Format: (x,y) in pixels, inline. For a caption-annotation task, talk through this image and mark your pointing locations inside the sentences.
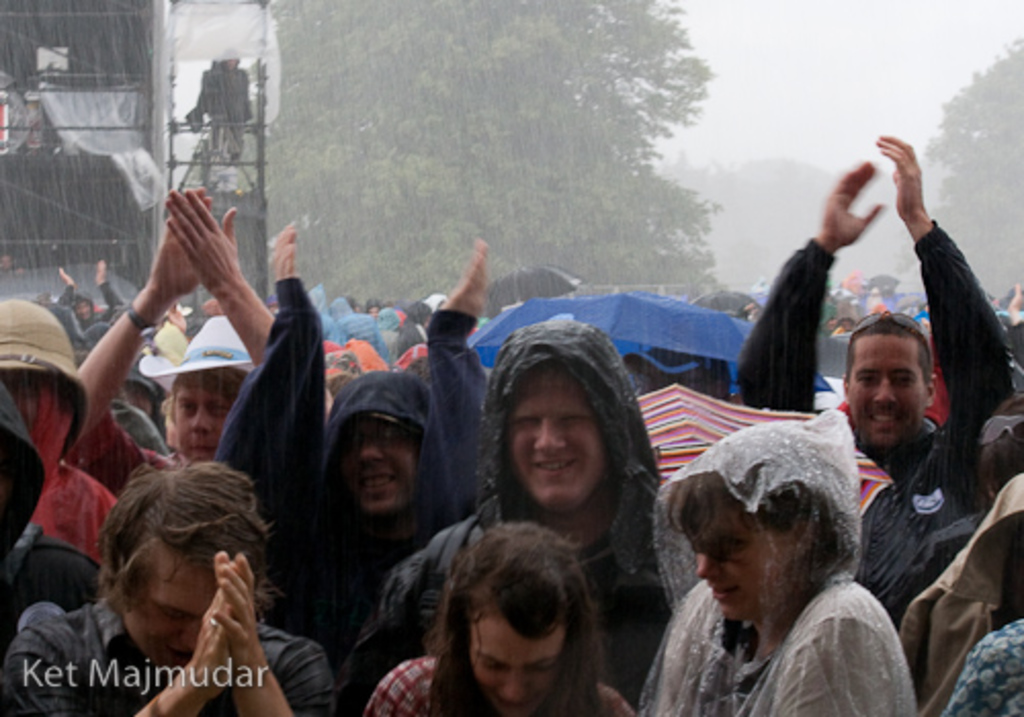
In this image I can see a crowd (528,408) outdoors, umbrellas (731,364), trees (511,209), scaffolding (272,60) and the sky (773,123). This image is taken may be during a rainy day.
